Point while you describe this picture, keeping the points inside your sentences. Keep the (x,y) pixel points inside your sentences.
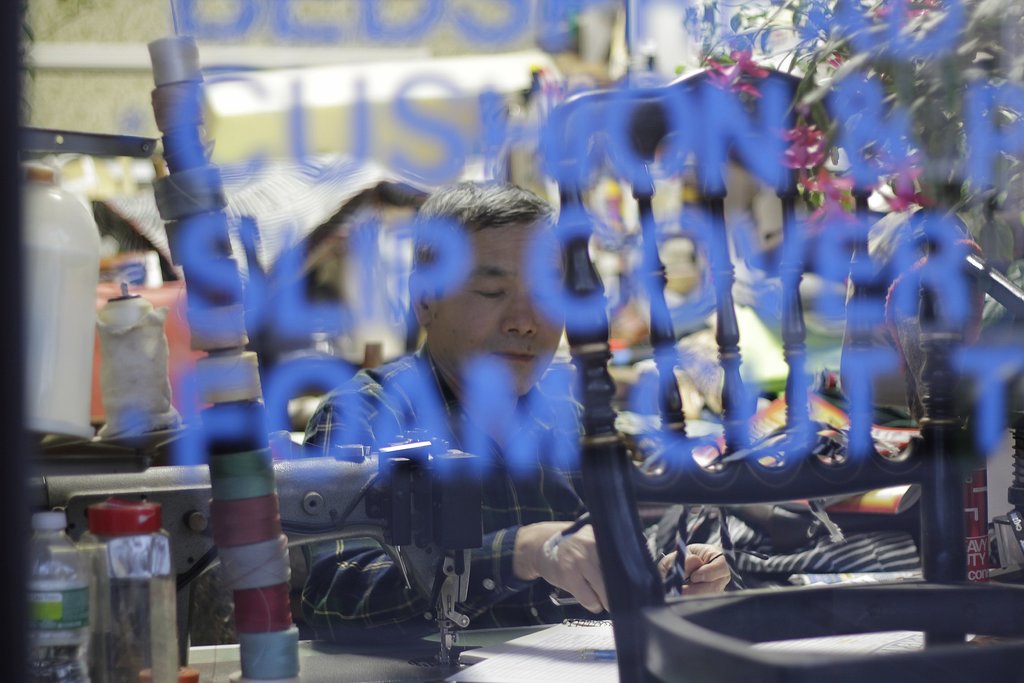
In this image we can see a glass (716,504) with some text (861,149), through the glass (250,415) we can see a chair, person (465,317), sewing machine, bottles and few objects (828,170).
